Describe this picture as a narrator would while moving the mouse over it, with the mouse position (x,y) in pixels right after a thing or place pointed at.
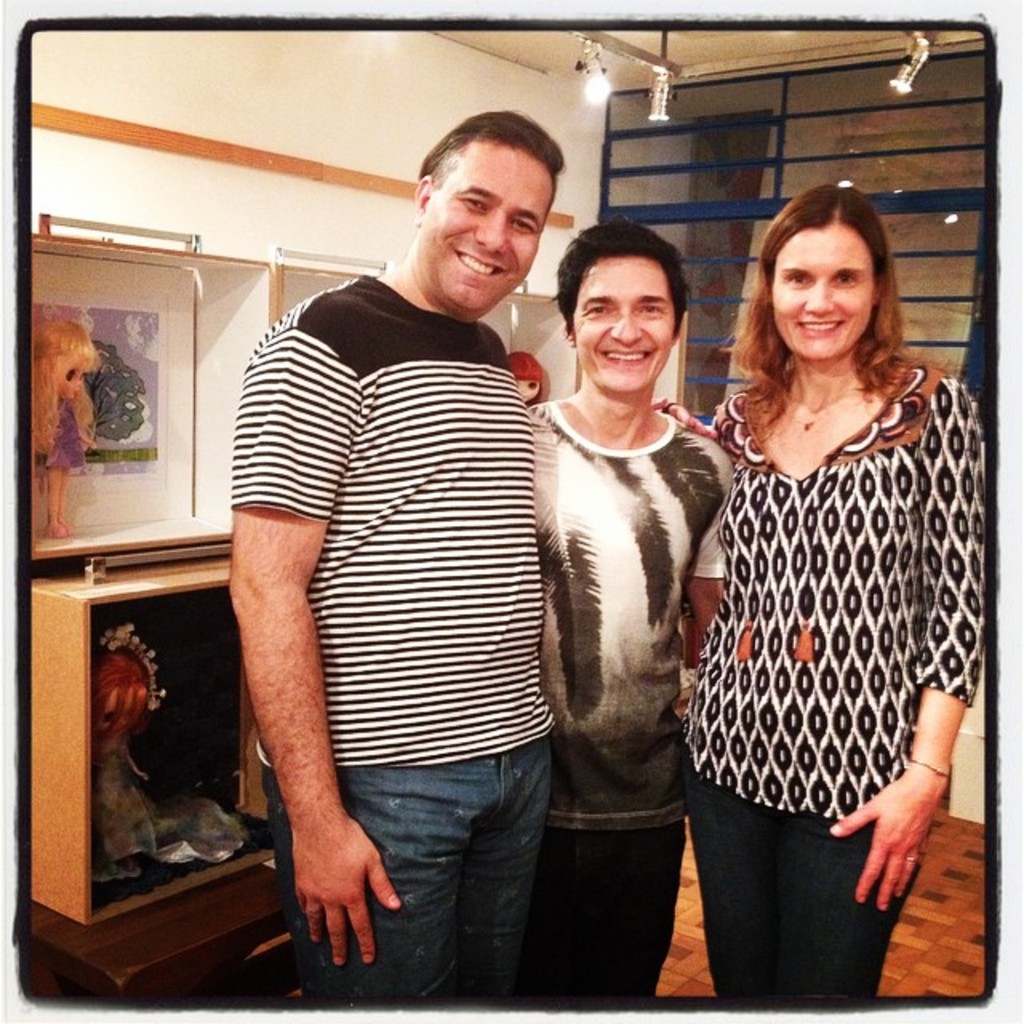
In this image in the front (391,439) there are persons (591,650) standing and smiling. In the background (200,194) there is wall (289,227) and on the wall (245,224) there are frames (116,318). In front of the wall (200,194), there is a table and on the table (86,928) there is a shelf (82,740) and in the shelf (109,600) there are dolls (62,423) and on the top (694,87) there are lights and there is a door (794,190).
